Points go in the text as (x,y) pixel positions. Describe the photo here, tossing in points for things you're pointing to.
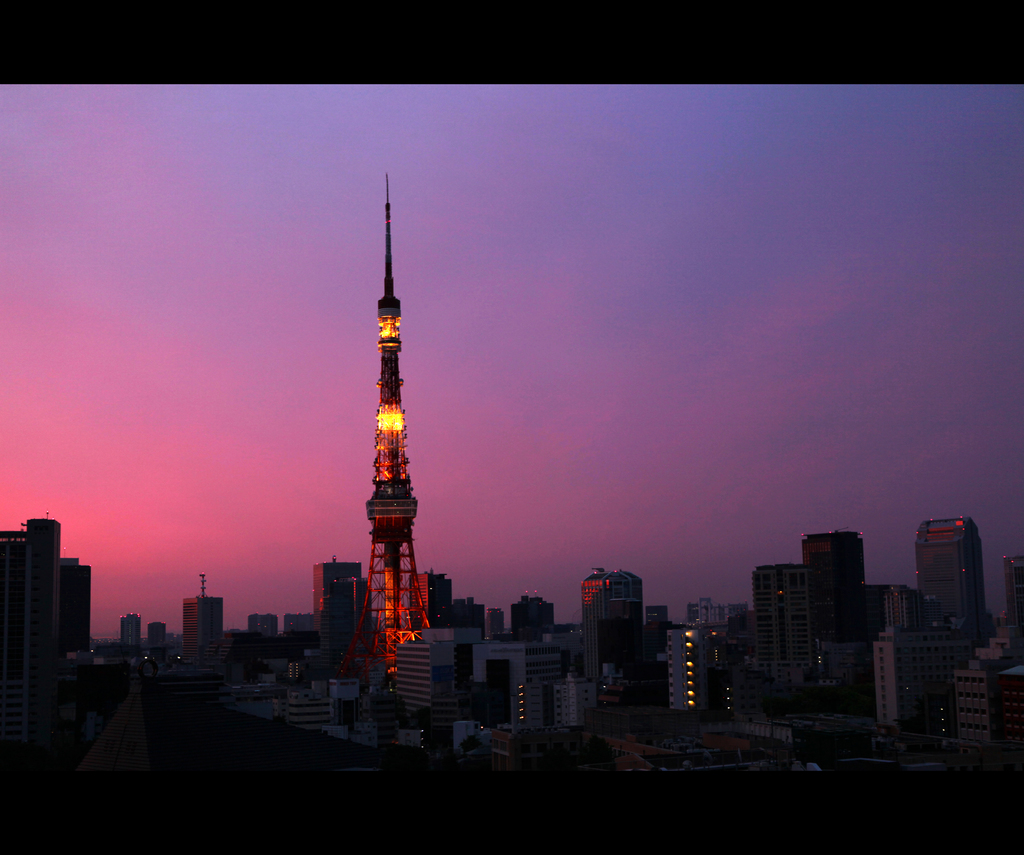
In this picture we can see many buildings (660,630), skyscrapers (442,621) and tower (387,587). On the top (699,146) we can see sky (586,231). On the bottom (515,769) we can see buildings (541,754).
